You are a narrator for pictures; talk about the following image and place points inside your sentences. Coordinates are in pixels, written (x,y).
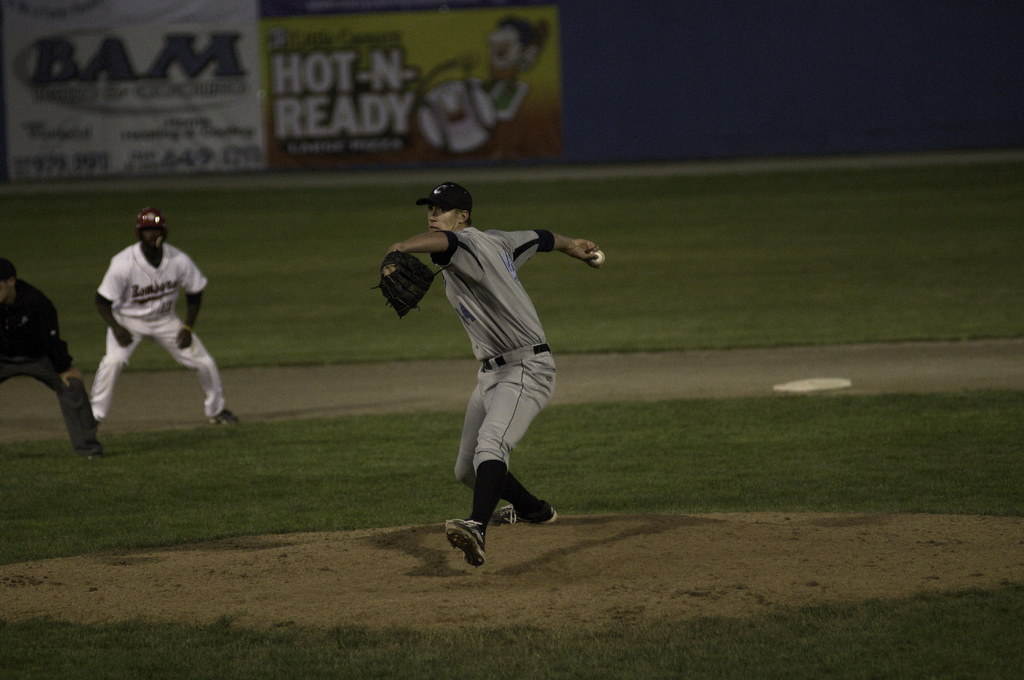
In this image there is a person (526,336) throwing the ball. Beside him there are two other people (148,304) standing on the grass (187,456). In the background of the image (444,85) there is a banner (431,91).
